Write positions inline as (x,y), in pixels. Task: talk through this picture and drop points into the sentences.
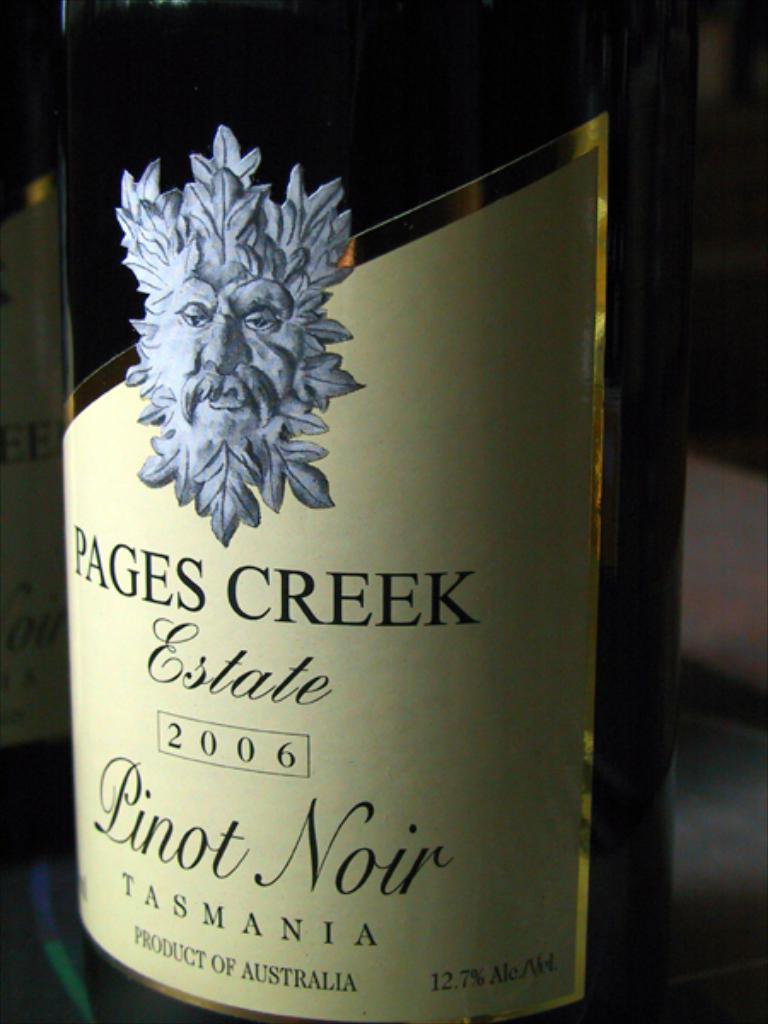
In the center of the image (405,604) we can see a wine bottle (312,778) placed on the table (744,931).
